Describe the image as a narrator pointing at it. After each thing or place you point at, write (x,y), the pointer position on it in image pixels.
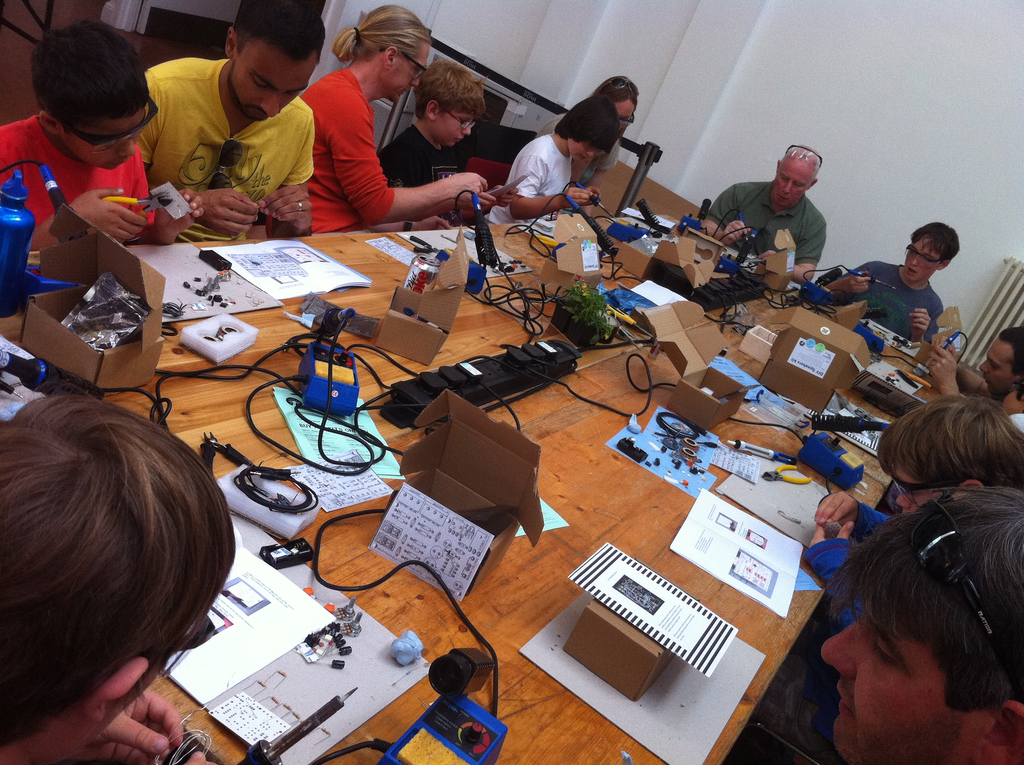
In this image there are people (77,636) sitting and working with the mini pliers (775,479). There is also a table (623,389) and the table (535,553) consists of many card board boxes (648,655), mini pliers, soldering irons (452,718), books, data cables (278,449), marker (757,457) and a blue color water bottle (15,311). Papers (299,429) are also visible in this image. In the background (763,136) there is a plain white color wall (895,99).
